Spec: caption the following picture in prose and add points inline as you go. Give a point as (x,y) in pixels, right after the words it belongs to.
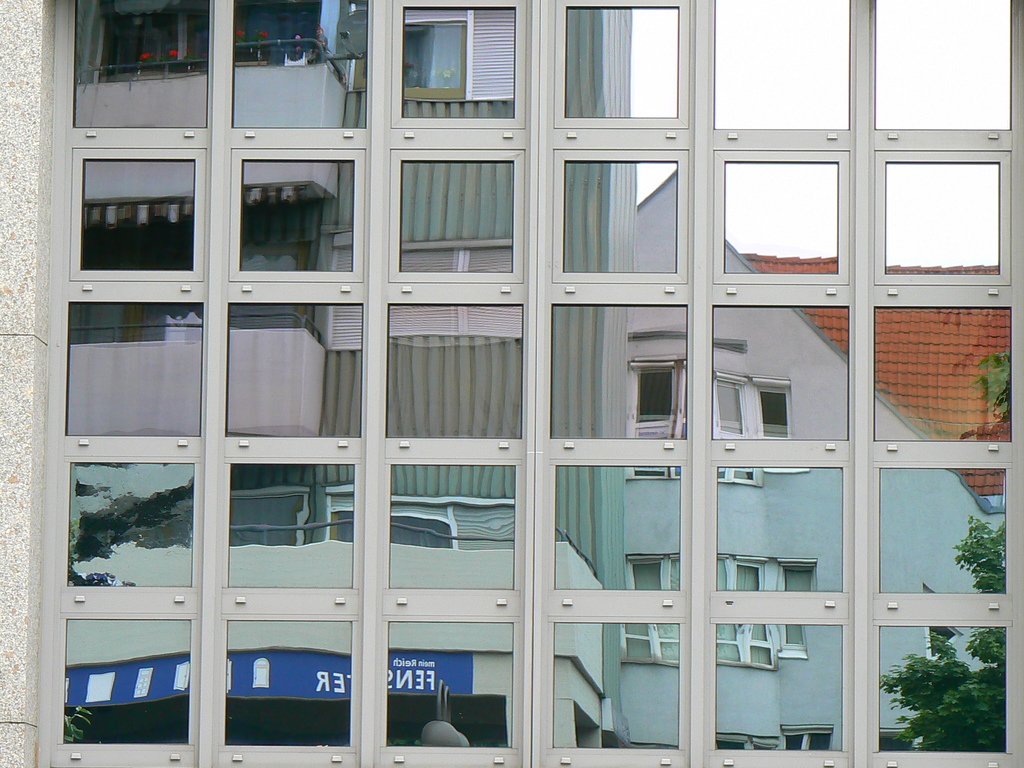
In this image we can see a reflection (90,702) of a building (109,727). There is a tree (902,704) at the right side of the image (981,588).
